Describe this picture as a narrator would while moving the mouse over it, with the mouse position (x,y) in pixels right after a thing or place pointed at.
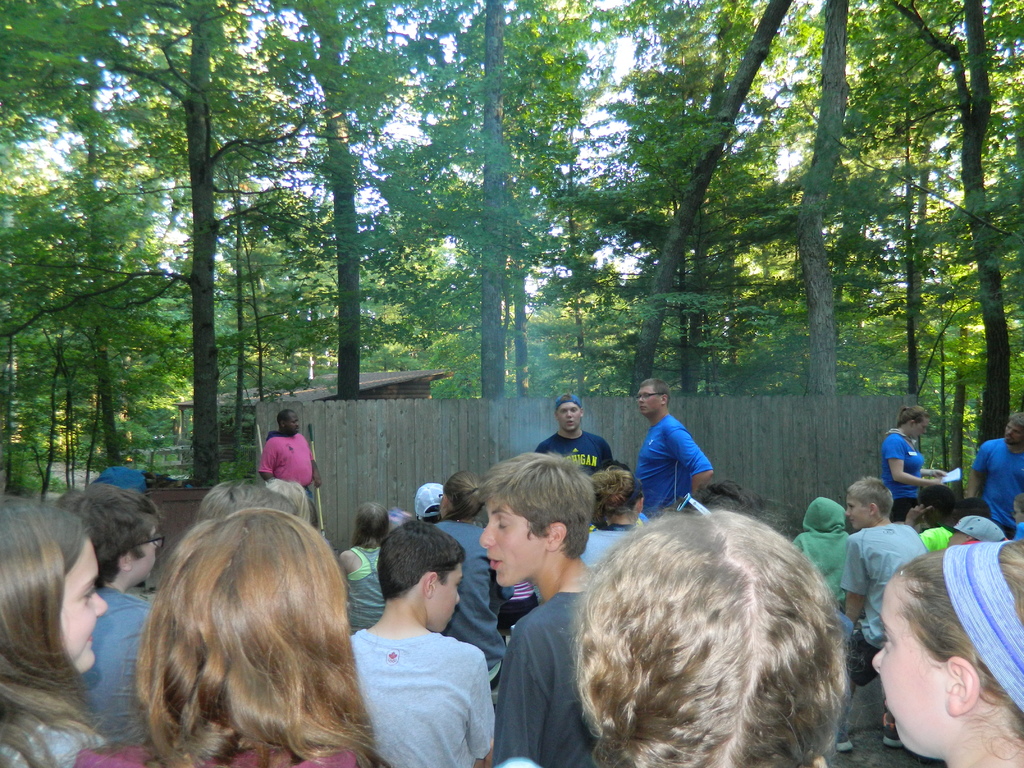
In this image, we can see people (309,557) and some are holding objects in their hands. In the background (331,367), there are sheds (181,424) and we can see trees (379,294) and some other objects (141,472).
